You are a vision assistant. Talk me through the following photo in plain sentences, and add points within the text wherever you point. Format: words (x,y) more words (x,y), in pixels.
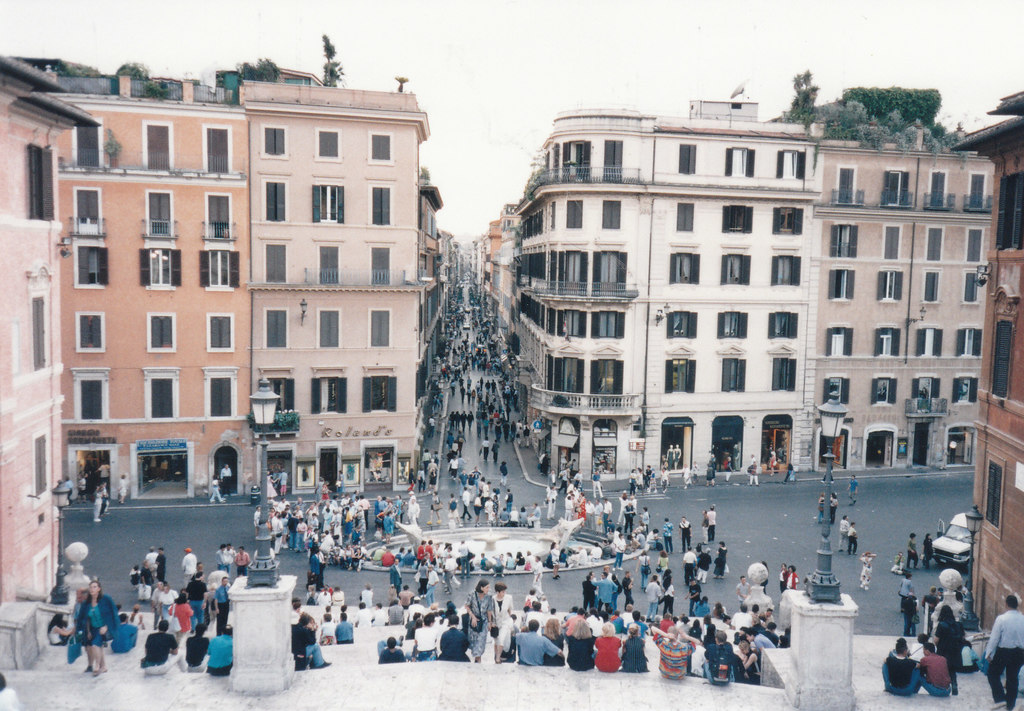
In the image we can see there are people (483,600) around, they are wearing clothes (618,585), they are sitting and some of them are standing and walking. Here we can see the buildings (232,288) and these are the windows (897,337) of the buildings (529,325). We can even see light pole (827,551), road (788,496), vehicle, plant (329,73) and the sky (611,90).
